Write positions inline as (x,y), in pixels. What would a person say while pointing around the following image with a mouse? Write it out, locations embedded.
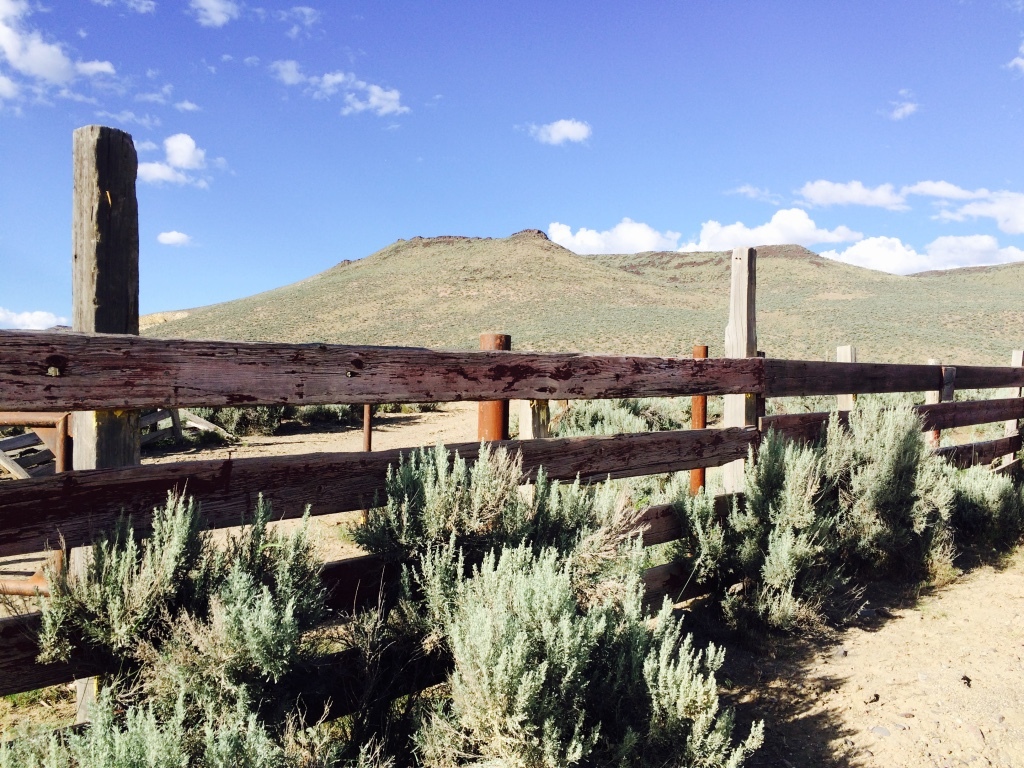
In this image I can see plants (612,608) and wooden fence (652,571). In the background (607,308) I can see mountains (546,284) and the sky (383,100).
